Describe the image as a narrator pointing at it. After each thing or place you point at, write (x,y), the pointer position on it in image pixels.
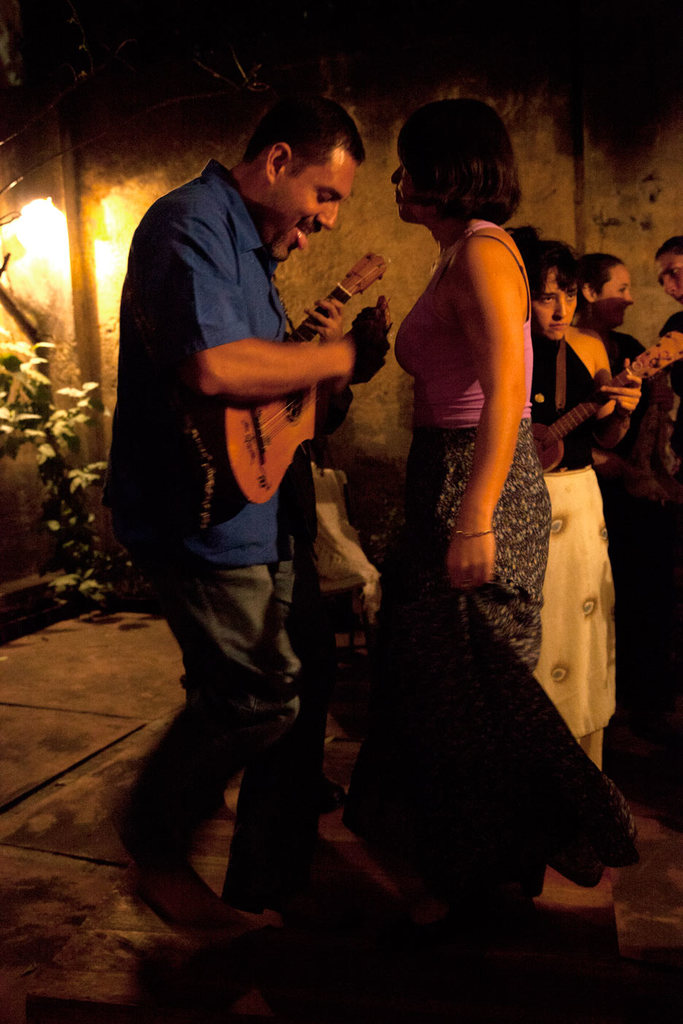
In this image person (278,793) wearing a blue shirt (189,228) is holding a guitar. Before there is a woman (443,539) is standing. At the right side (543,617) there are few women (666,668). In which one woman (621,417) wearing a black top (588,441) and white bottom (593,519) is holding a guitar (543,439). At the left side (20,386) there is a plant (83,504) and above there is a light (33,204).
